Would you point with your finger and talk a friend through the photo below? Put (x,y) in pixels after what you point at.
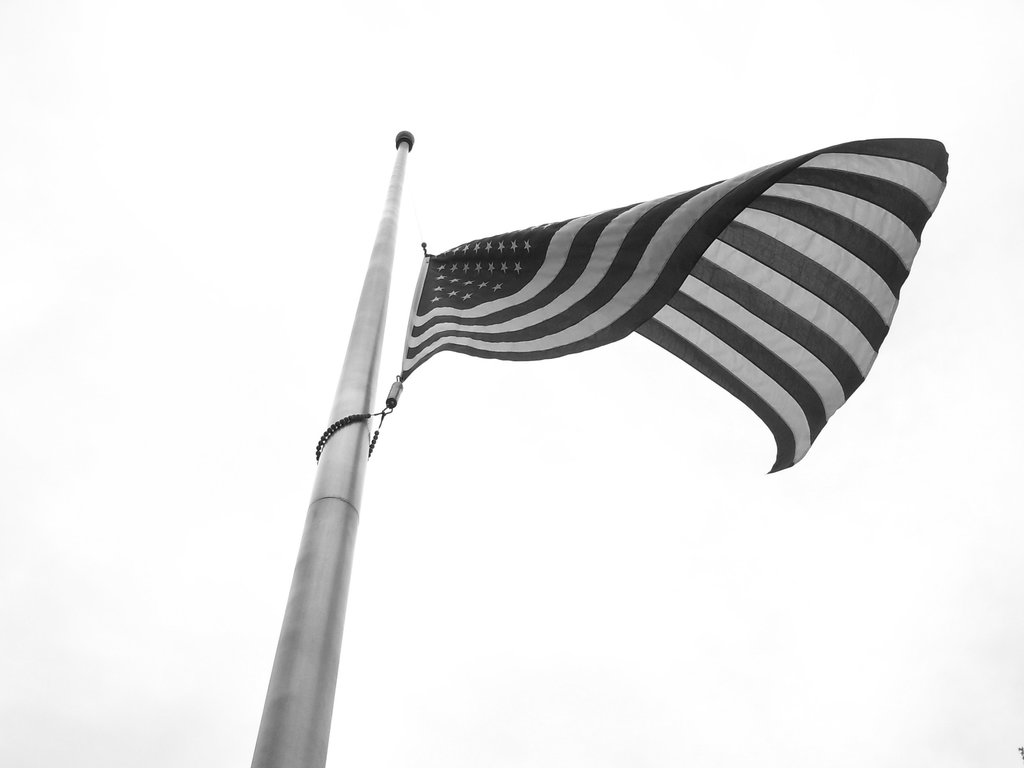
In this image we can see a stand (300,711) included with a flag (535,301) and we can also see the white background (138,688).
